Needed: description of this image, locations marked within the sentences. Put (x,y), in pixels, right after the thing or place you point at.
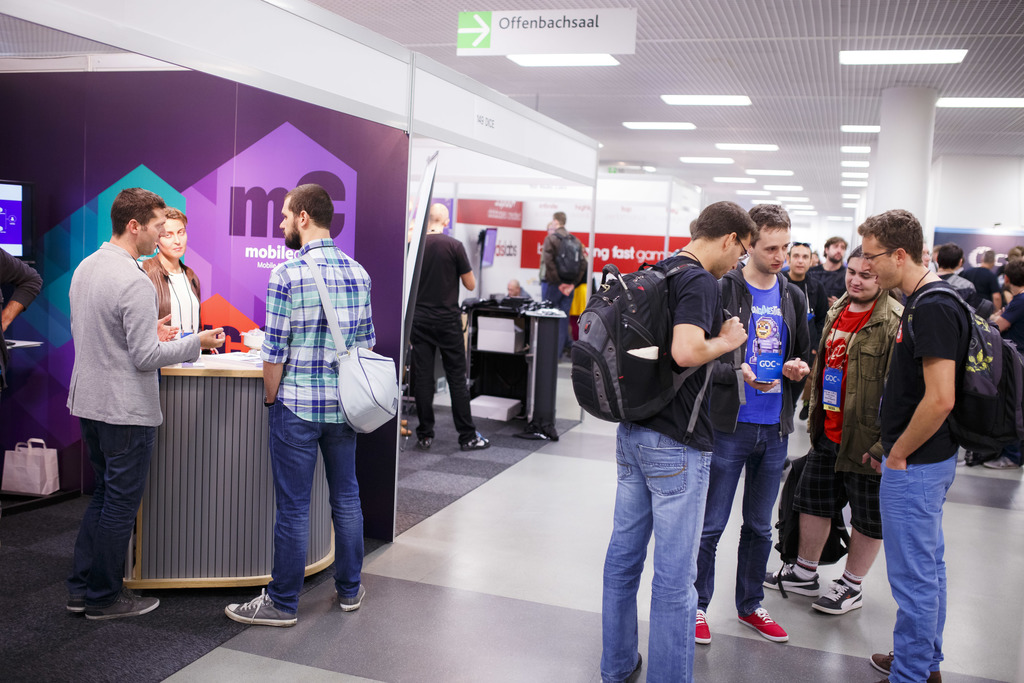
This picture is clicked inside the hall (711,436). In the center (668,449) we can see the group of persons (20,290) standing on the ground (529,540) and we can see the backpack (592,398), sling bag (353,365) and we can see the pillars (892,133), tables (216,385) on the top of which some items (530,302) are placed and we can see the text (232,202) on the banners (485,204). At the top (793,61) there is a roof (802,110) and the ceiling lights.
